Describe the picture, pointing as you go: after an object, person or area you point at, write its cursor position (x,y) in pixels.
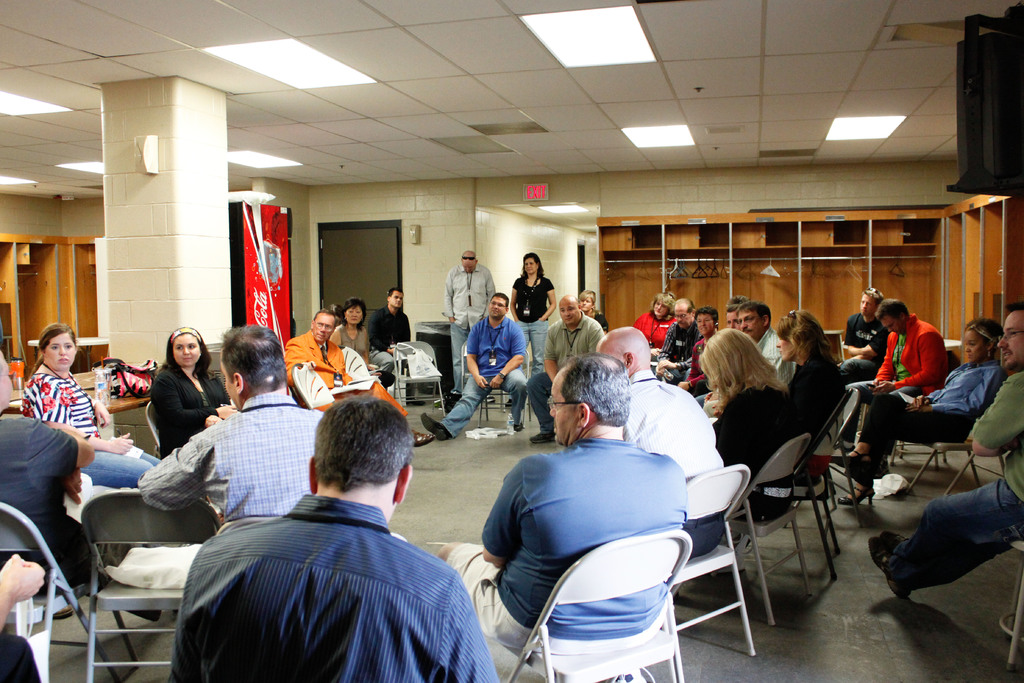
As we can see in the image there is a white color wall (493,235), few people (468,267) standing and sitting here and there and there are chairs (161,522).
